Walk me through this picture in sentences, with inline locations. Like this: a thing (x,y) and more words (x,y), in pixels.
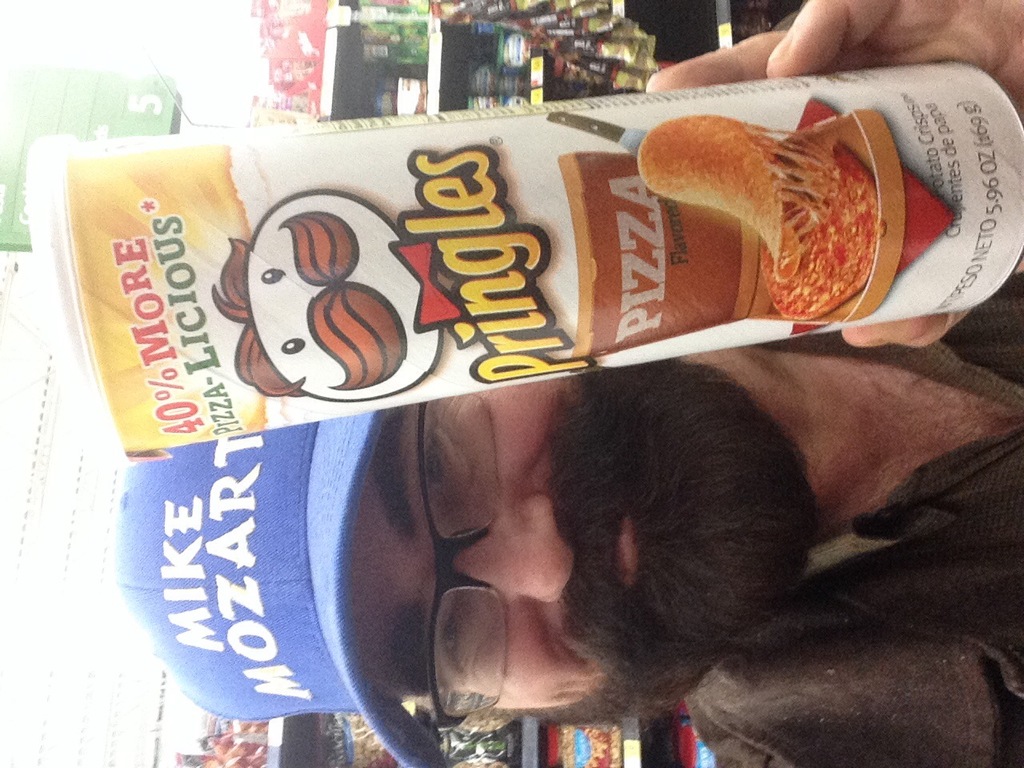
In this image in front (539,240) there is a person (937,584) holding some object (525,233). Behind him there are a few objects (591,732) on the rack (702,18).
